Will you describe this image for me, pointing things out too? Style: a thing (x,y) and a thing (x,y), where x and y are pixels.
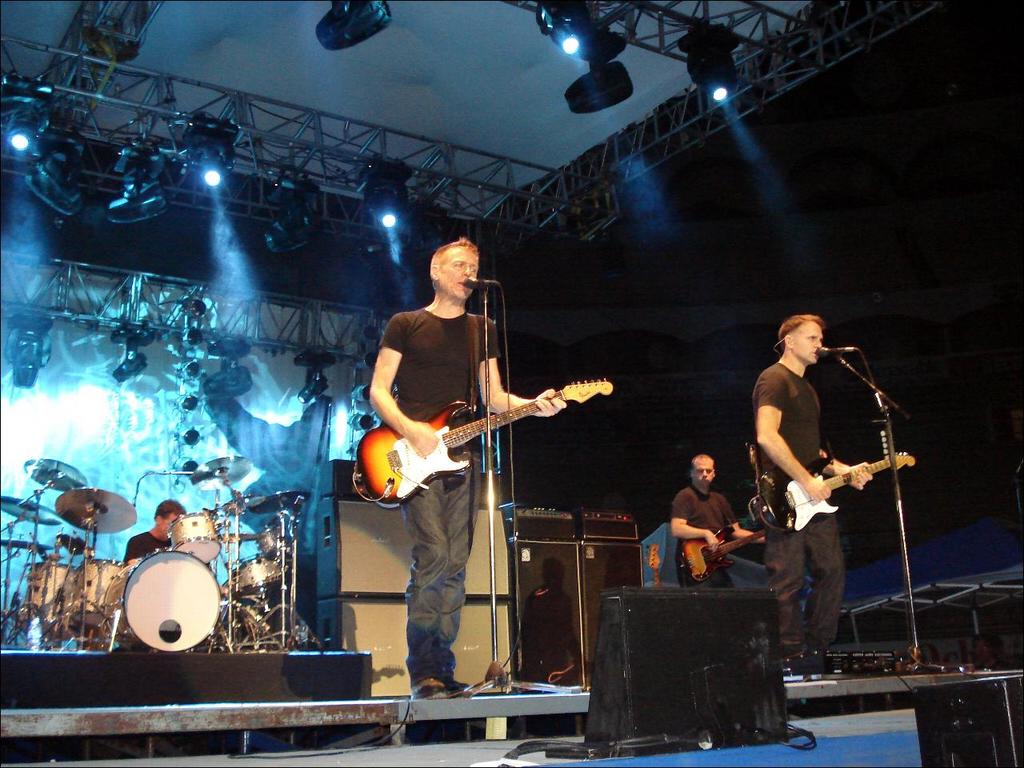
There is a man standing in the center (475,261) on a stage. He is holding a guitar (587,388) in his hand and he is singing on a microphone (486,284). There is another man (799,353) who is standing on the right side (812,357). He is also holding a guitar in his hand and he is also singing. In the background (724,521) we can see a man (723,507) and another man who are sitting and playing the music. In the background (209,177) there is a lighting arrangement (282,228).
